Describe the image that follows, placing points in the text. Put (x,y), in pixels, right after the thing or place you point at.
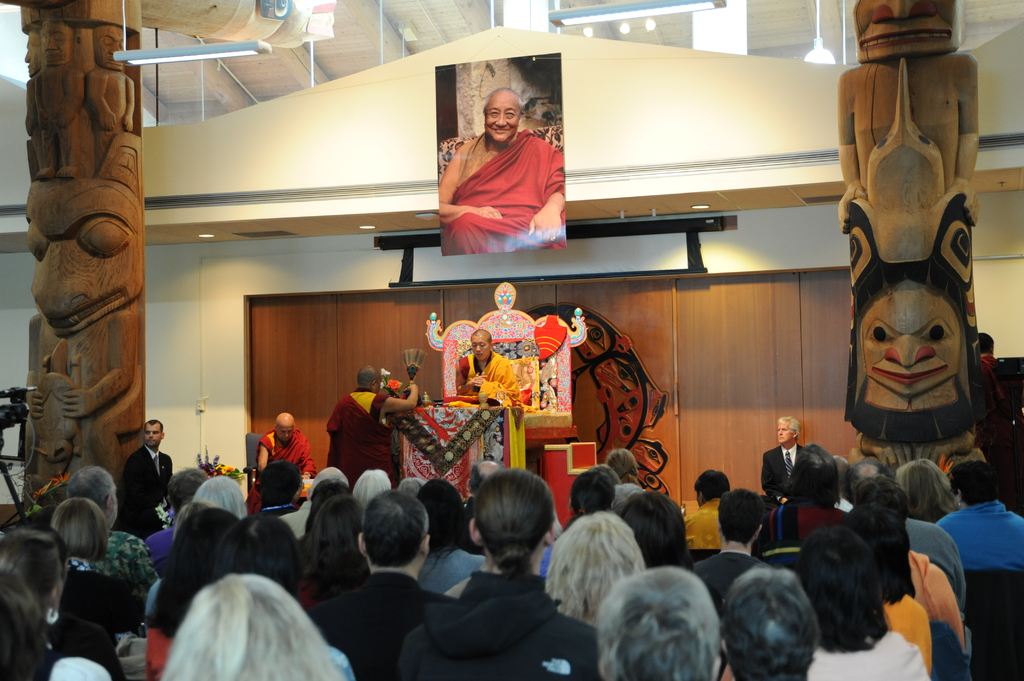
In this image we can see people (372,563) sitting at the bottom of the picture (540,616). There are pillars (65,417). At the top (539,65) there are lights (559,14) and a photo frame (554,171). In the background (364,371) there are people (500,380) and among them one person (517,391) is sitting on a chair (520,338) and there is a cloth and objects (450,405) in front of him. On the left side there is a camera (23,426).
